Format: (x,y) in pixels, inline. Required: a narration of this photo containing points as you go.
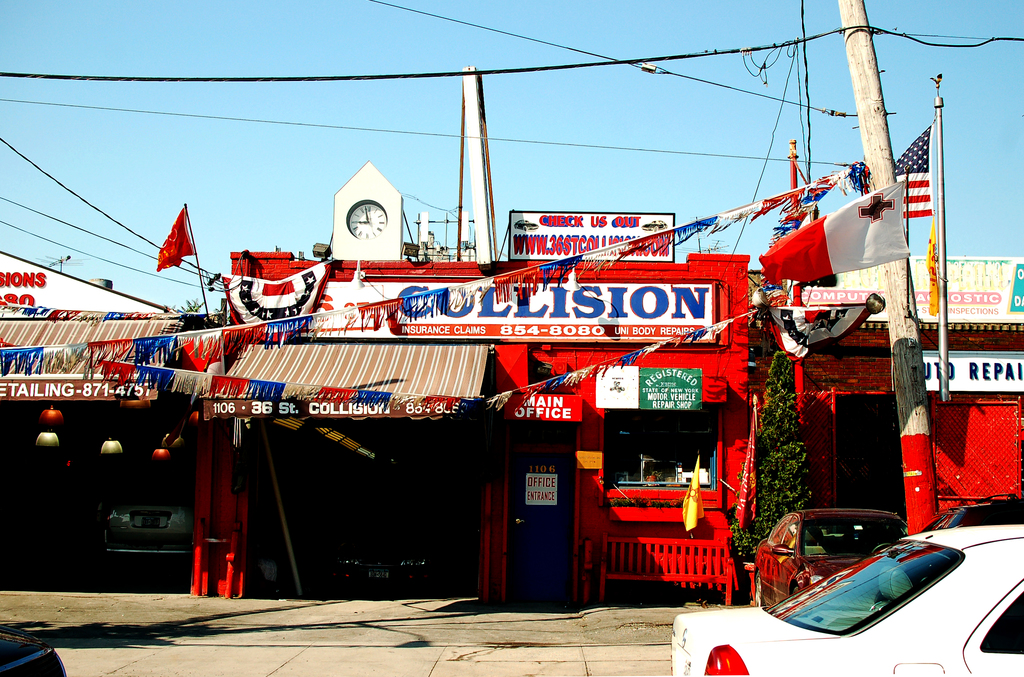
In this picture we can see there are vehicles (805,598) on the road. Behind the vehicles (791,569) there is a bench (634,551), shops (629,421), name boards (668,329), flags (923,187), poles (192,233), a tree (785,386), cables (234,79) and some decorative items (124,362). Behind the shops (126,333), there is the sky (138,295).
